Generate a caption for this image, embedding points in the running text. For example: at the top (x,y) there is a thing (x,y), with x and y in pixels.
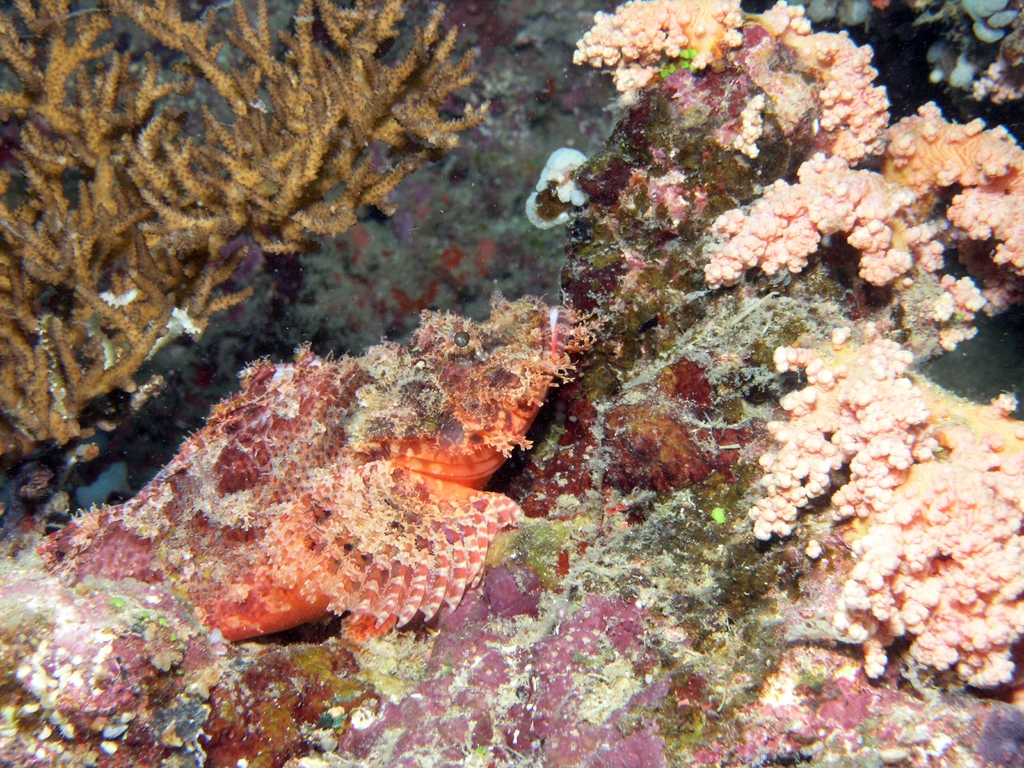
In this image I can see few sea plants (138,349).
